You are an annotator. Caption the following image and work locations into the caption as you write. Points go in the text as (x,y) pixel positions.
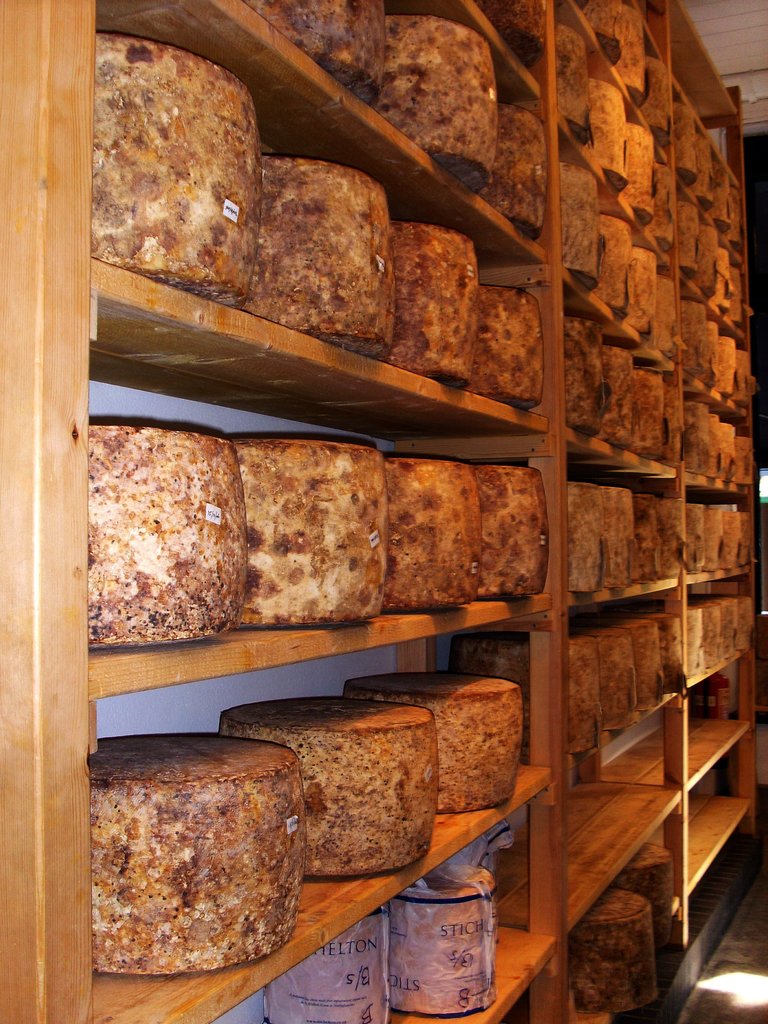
In this image we can see a cupboard (237,379) with blocks of cheese (444,707) and some things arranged in it.
